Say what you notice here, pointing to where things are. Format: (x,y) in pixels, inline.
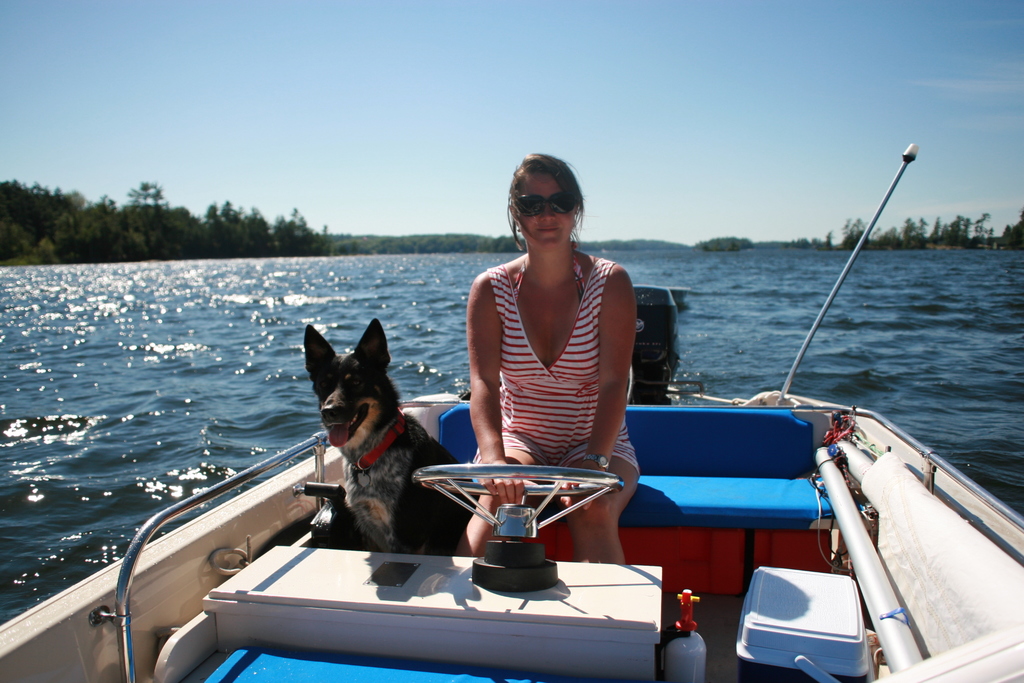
In the foreground of this image (572,370), there is a woman (573,423) sitting on a boat (647,495) holding a steering (542,485). Beside her, there is a dog (365,428) and we can also see few objects (786,636) on the boat (400,673). In the background (377,296), there is water (343,273), trees (293,243) and the sky (336,69).
